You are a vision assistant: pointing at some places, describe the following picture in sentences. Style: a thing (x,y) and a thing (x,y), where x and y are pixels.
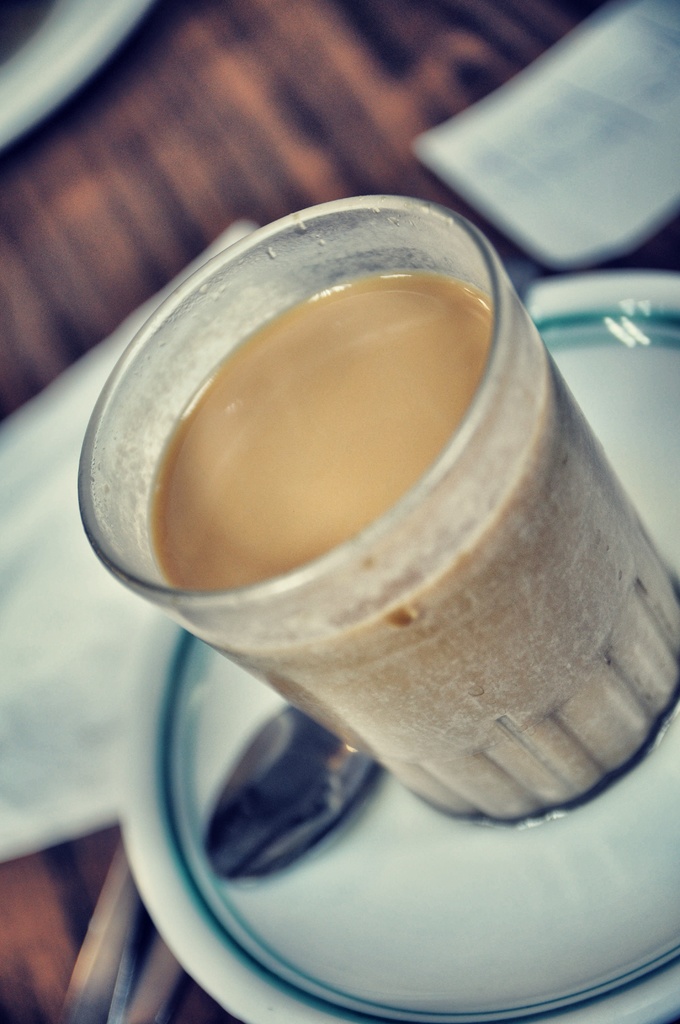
Here is a tea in the glass (370,580) and the glass (361,621) on the plate (188,760) which also have a spoon (264,735).
